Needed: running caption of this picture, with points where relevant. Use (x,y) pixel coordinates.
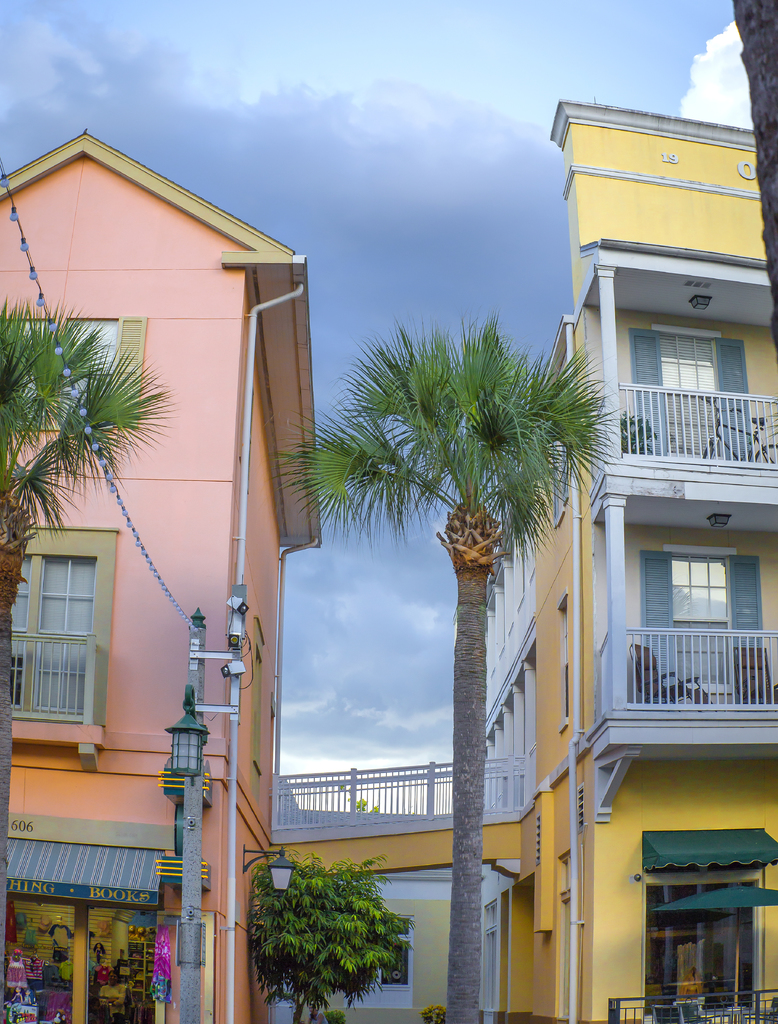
There are buildings (762,284) and trees (456,685), this is sky (396,309).
